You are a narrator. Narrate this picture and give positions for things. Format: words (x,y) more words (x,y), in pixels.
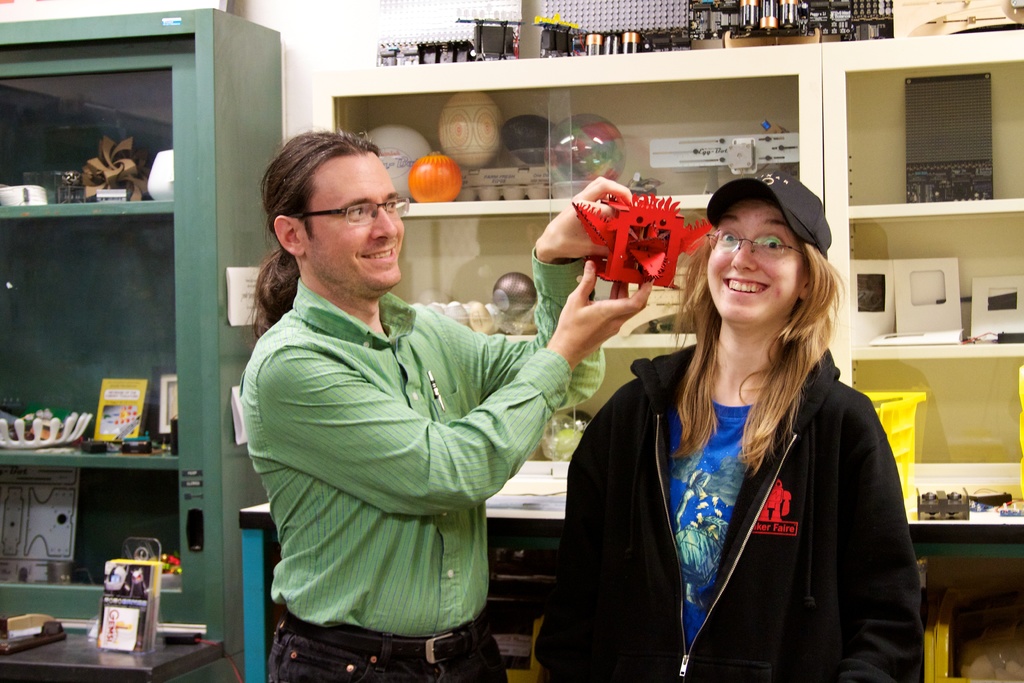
In this image we can see a man (316,312) and a woman (607,450) standing. In that a man (415,549) is holding a toy (671,218). On the backside (510,286) we can see a group of objects (494,305) placed in the racks (478,245). We can also see some papers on the surface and a wall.
